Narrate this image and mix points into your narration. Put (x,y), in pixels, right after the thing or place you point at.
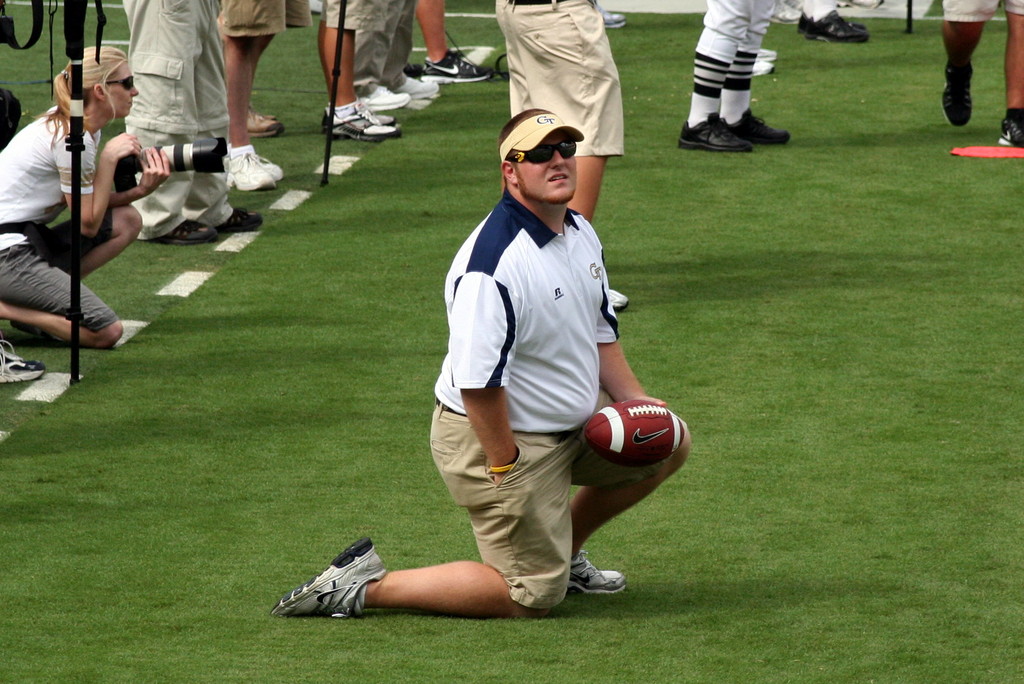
Here in the center (504,236) we can see a man (453,486) kneeling down with rugby ball (599,452) in his hand (659,402) and at the left side (54,284) we can see a woman (54,189) with a camera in her hand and there are a group of people (166,27) standing behind them.
